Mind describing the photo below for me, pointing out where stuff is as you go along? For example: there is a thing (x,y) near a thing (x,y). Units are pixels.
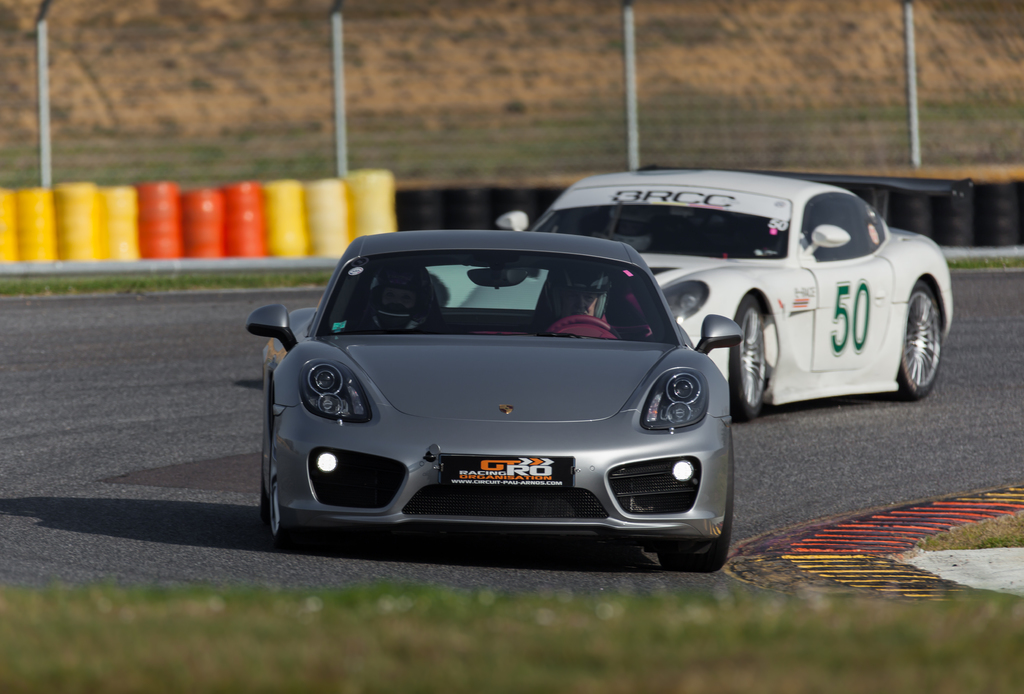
In this image there are two cars (595,331), there are persons (392,293) in the car (506,299), there is the road (140,432), there are objects (245,222) truncated towards the left of the image (325,219), there are tyres (957,212), truncated towards the right of the image (987,206), there is a fencing (513,93) truncated towards the top of the image (45,67), there is grass (568,647) truncated towards the bottom of the image (482,637).
